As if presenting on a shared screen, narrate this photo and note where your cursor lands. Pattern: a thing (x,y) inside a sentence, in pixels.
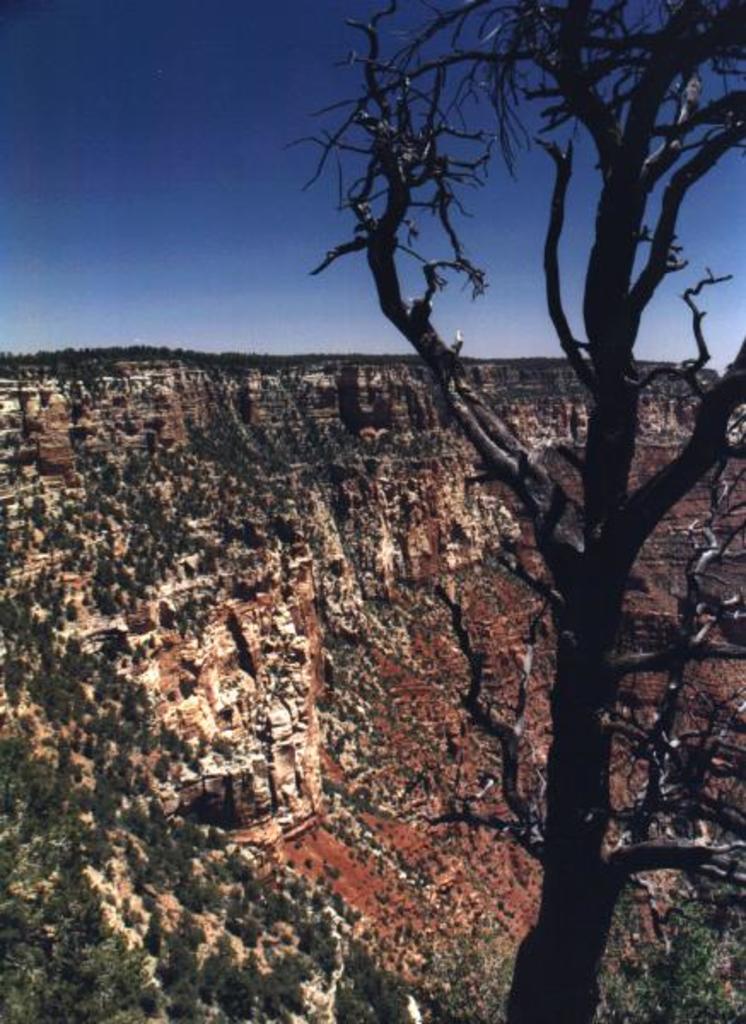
In this image on the right side (626,657), I can see a tree (572,882). In the background (238,602), I can see the mountain (259,507) covered with the trees (96,934). At the top (192,144) I can see the sky (166,190).
